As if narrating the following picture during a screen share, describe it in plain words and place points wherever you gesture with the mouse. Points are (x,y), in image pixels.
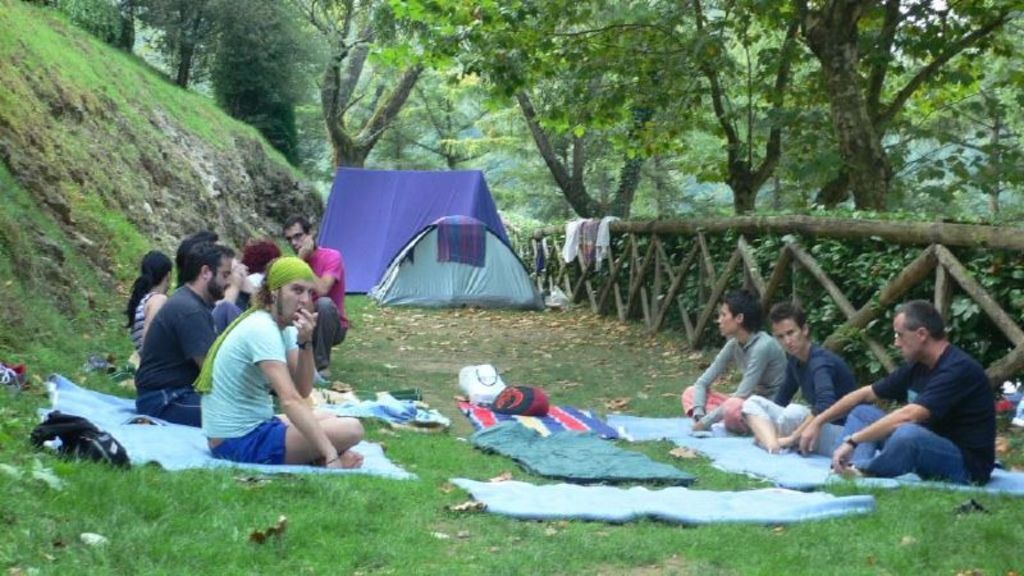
This is grass (244,525). There are clothes (641,493) and bags (71,455). Here we can see few persons (757,400) are sitting on the clothes (417,417). There are tents (519,303) and a fence (614,230). In the background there are trees (721,137).
